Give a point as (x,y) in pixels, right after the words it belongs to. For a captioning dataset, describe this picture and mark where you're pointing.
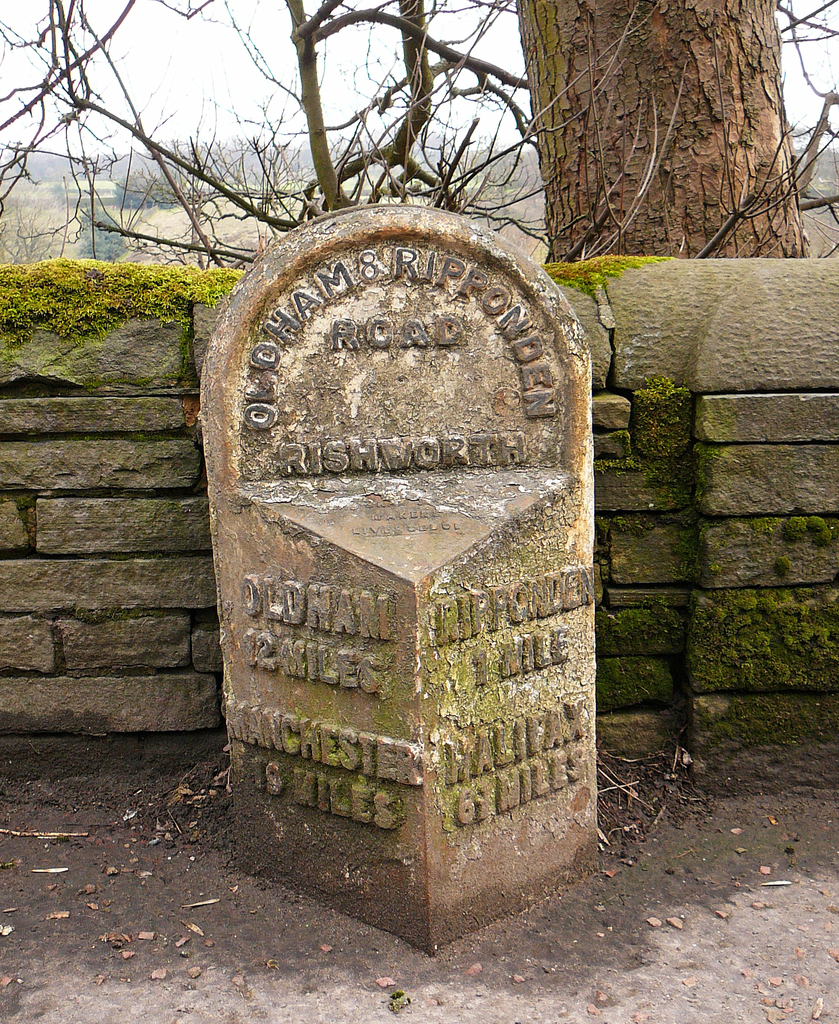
In this image we can see a milestone (348,549) with text (341,622) on it, wall (689,530) with moss (734,618) on it, trees (401,183) and sky (218,94).
